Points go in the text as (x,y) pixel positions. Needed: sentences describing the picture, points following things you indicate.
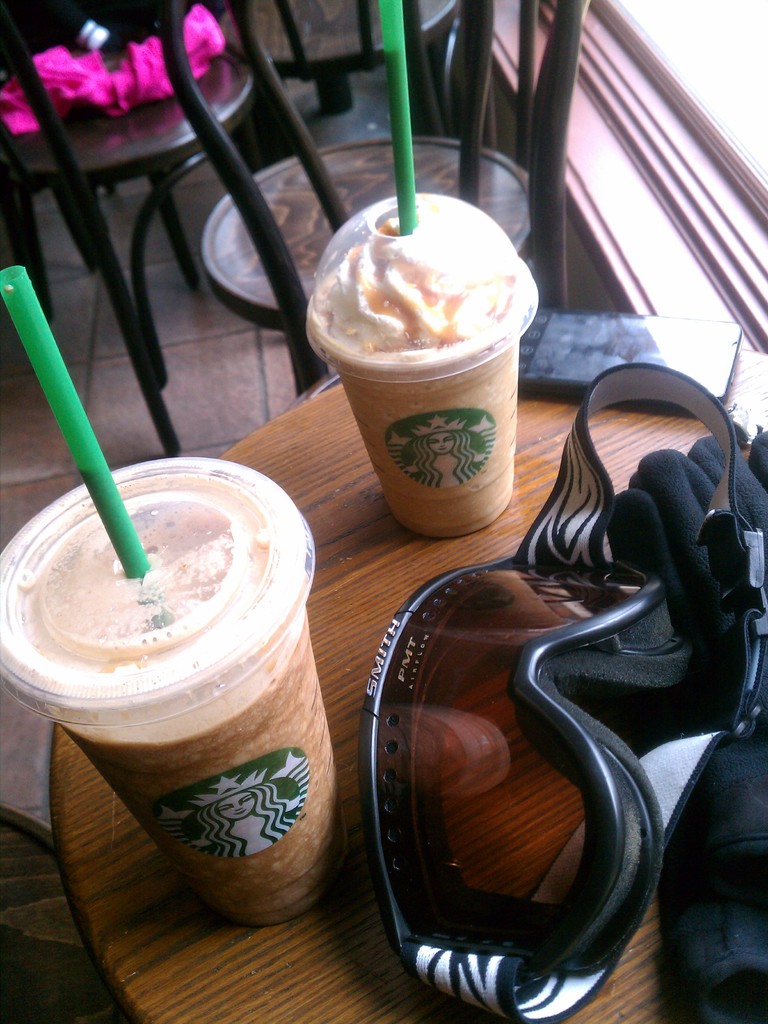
In this image at the bottom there is a table (328,592), on the table (317,432) there are cups (269,599), straws (118,535) and there are clothes (718,599) and mobile (536,349). And in the background (280,116) there are chairs (194,124) and some objects (137,78), at the bottom (48,786) there is floor (19,466). And on the right side of the image (604,198) there is a window (702,102).
